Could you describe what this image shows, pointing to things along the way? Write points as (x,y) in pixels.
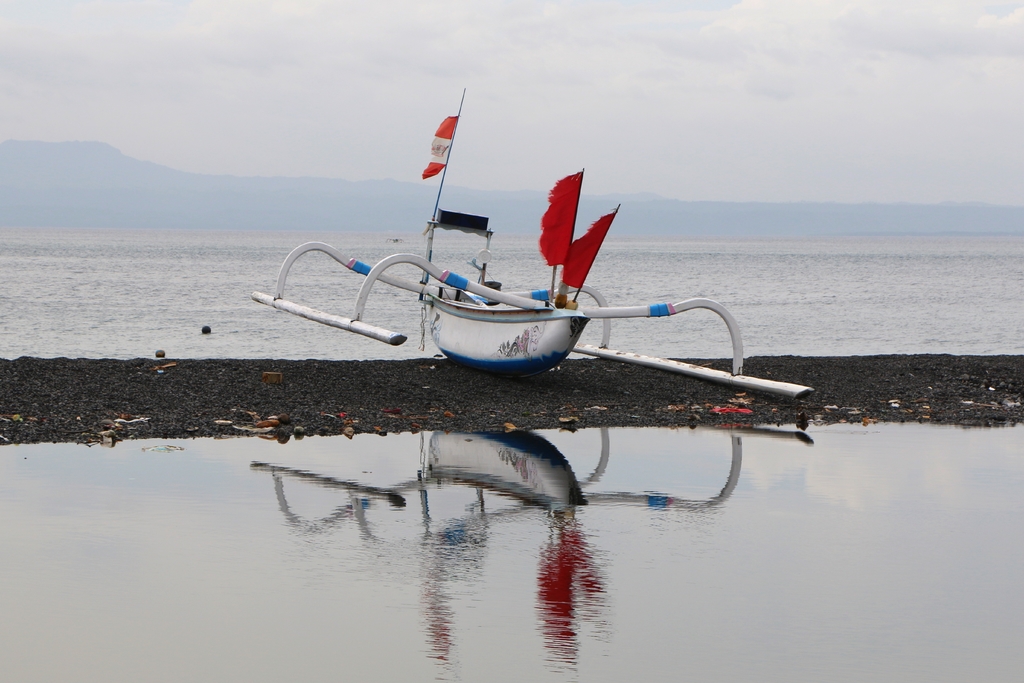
In this picture we can observe a boat (548,291) which is in white color, on the land (464,389). We can observe red color flags (550,247). In the background (164,315) there is a river (774,293). We can observe hills (447,203) and a sky (473,88) in the background (476,88).
